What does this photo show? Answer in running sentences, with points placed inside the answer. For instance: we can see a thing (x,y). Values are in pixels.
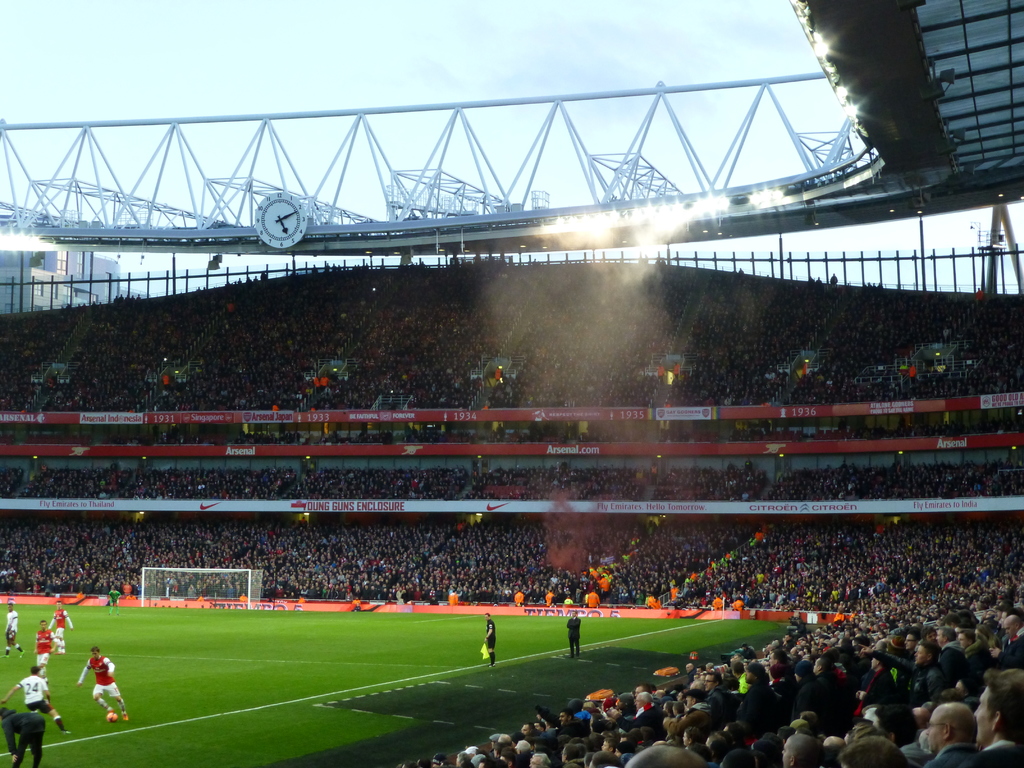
This image is taken in a stadium (540,648) where the persons (56,640) are playing in the ground (237,676). On the right side (901,653) there are persons (901,653) sitting and there are boards (534,446) with some text (893,406) written on it and in the background (207,580) there is a white colour net (185,578). On the top (297,204) there is a clock (298,224) which is white in colour and the sky (438,61) is cloudy.
